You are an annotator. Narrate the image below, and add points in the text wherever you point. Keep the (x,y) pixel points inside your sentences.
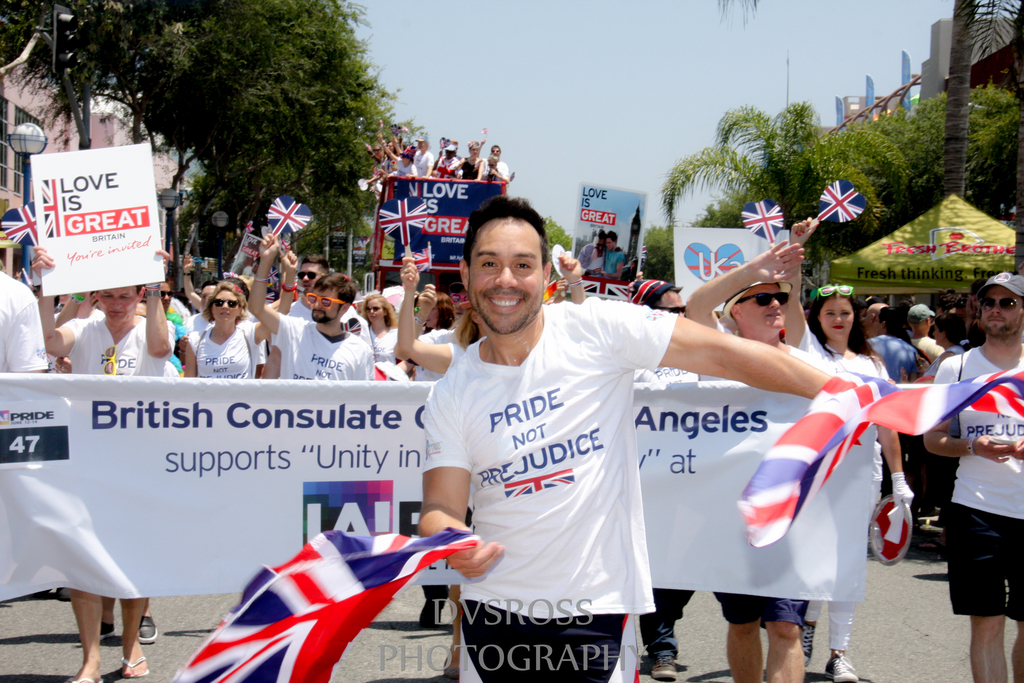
This is an outside view. Here I can see many people (312,329) wearing white color t-shirts (251,370), holding flags (332,594) and boards (93,255) in the hands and walking on the road (884,602). In the background (389,160) there are few people (437,161) standing on the vehicle (439,234). On the right (943,107) and left sides of the image I can see the trees (207,94) and buildings (45,103). At the top of the image (539,17) I can see the sky (511,64).
